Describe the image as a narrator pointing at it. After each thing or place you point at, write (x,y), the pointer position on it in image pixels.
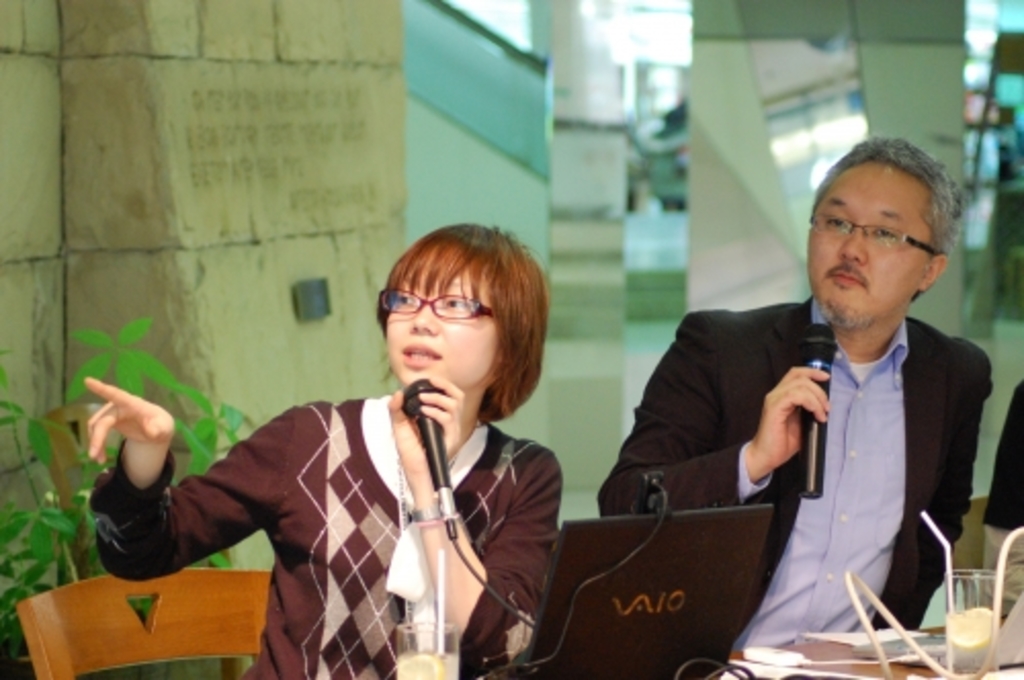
In the image there are two people (948,489) man (726,463) and woman (516,461) both man (740,492) and woman (528,509) are sitting on chairs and holding their microphone (443,460) in front of a table (933,638). On table (895,659) we can see a glass (989,620) with some liquid content (974,632), wires (890,619), paper (858,640), laptop (655,575). In background (244,118) there is a wall (268,119) which is in yellow color and we can also see there are some plants (34,436) with green leaves (89,366).
